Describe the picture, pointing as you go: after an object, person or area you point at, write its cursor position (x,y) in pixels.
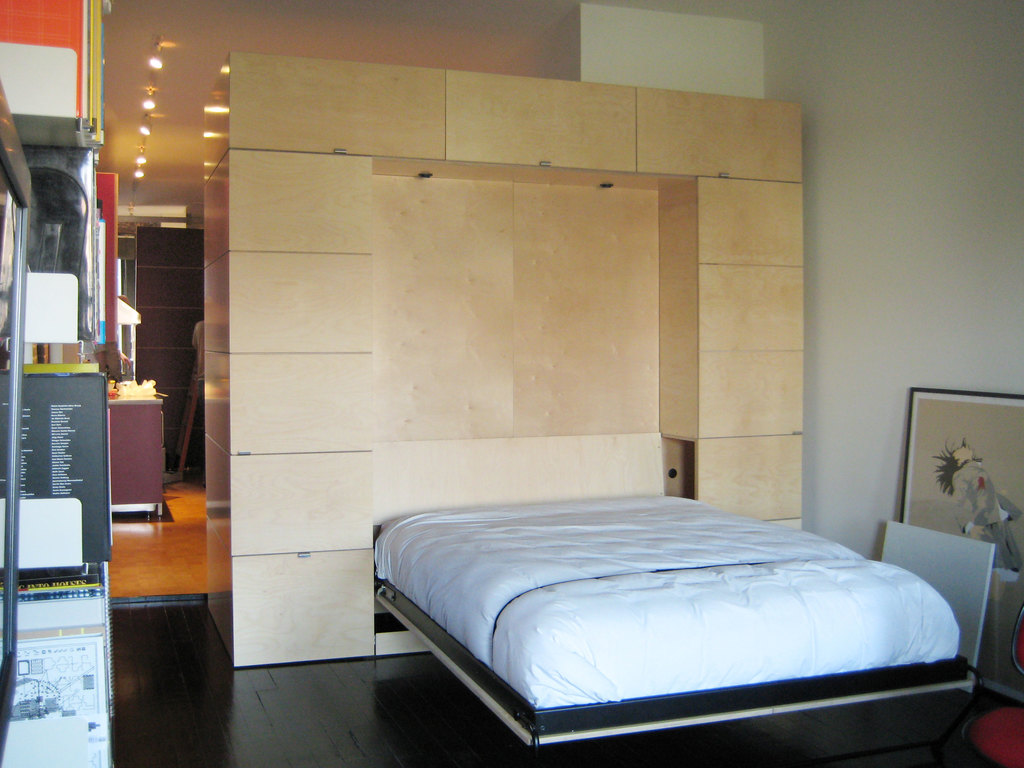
In this image I can see on the right side (712,615) there is a bed (680,590) in white color and there is a photo frame (952,455), on the left side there are ceiling lights (151,124) at the top (145,100).
